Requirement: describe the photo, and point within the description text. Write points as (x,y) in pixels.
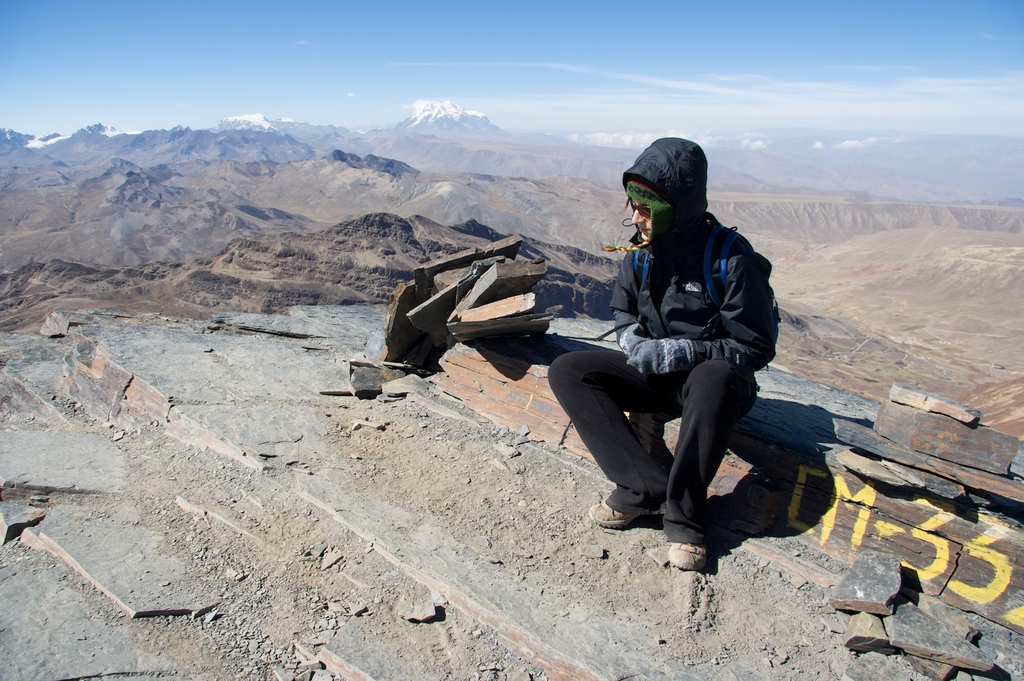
In this image we can see a person (608,526) sitting on a rock (728,489). On the rock (839,512) we can see some text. Behind the person (691,295) we can see the mountains (609,206). At the top (585,128) we can see the sky (555,119).
